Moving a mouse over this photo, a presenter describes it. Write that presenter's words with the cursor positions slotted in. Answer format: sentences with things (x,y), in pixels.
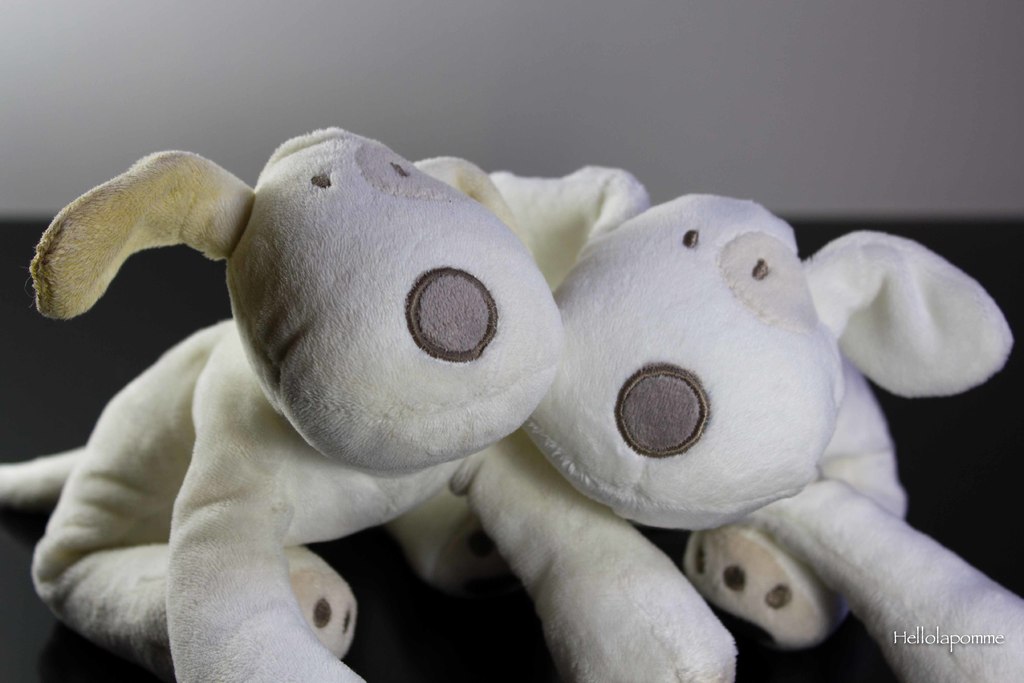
In the image there are two white color soft toys (572,442).
